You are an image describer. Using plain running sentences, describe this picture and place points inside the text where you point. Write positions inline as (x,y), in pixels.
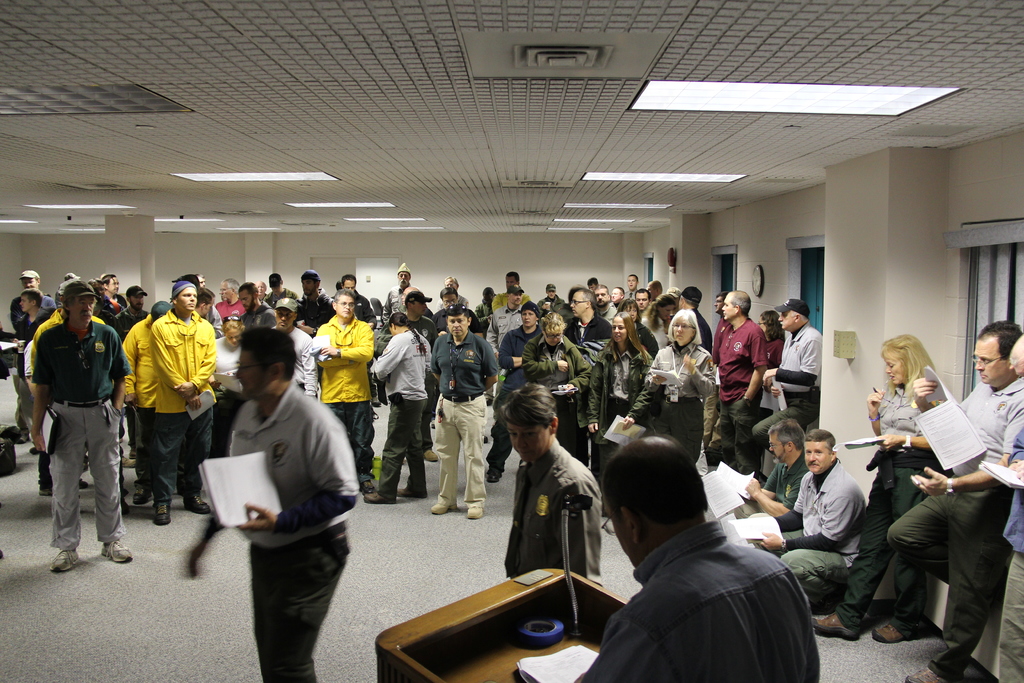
In the foreground of this image (486,647), there is a man (660,669) standing near a podium (515,638) on which there is a mic stand (566,544), an object (545,628) and few papers (562,669). In the background (605,386), there are persons (361,353) standing and squatting by holding few papers (265,487). On the top (646,56), there are lights (694,84) to the ceiling (252,95). On the right (759,286), there is a clock (753,274) on the wall (682,231).
